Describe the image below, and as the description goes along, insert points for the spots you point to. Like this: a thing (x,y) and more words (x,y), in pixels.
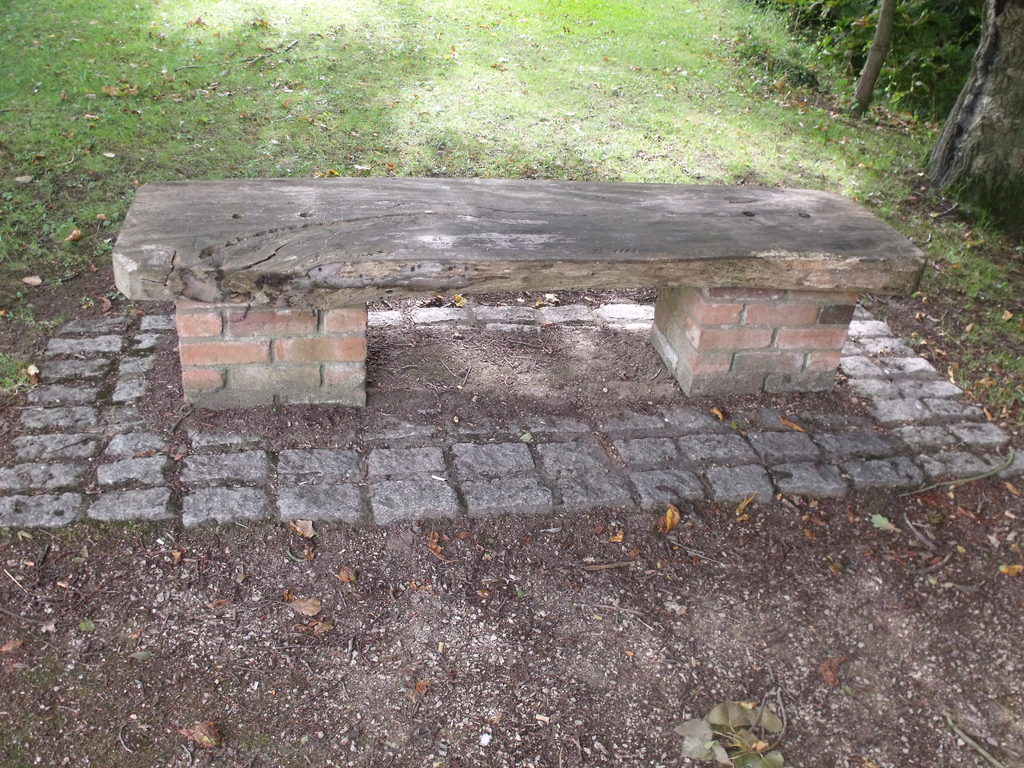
In this image I can see there is a wooden plank (509,220) on the brick walls (358,385). On the right side (936,61) there are trees (996,143), at the top (422,77) there is the grass (467,82).
